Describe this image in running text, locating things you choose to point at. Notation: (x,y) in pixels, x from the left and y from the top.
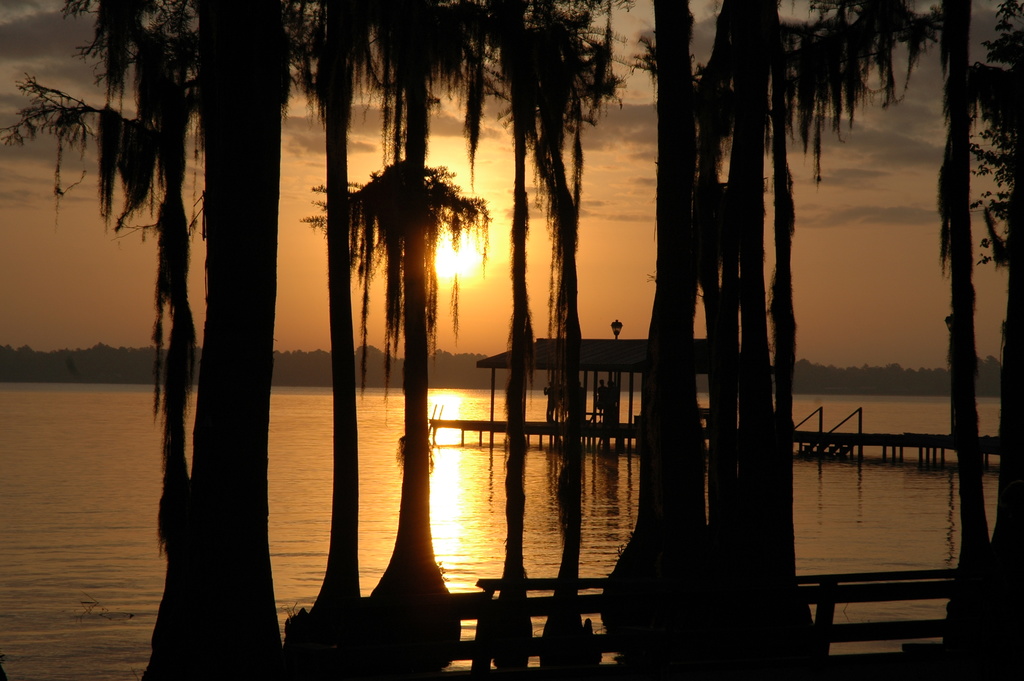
This is an outside view. In the foreground (192,492) there are many trees (768,380). At the bottom (578,654) there is a fencing (481,600). In the background (364,512) there is a sea (98,500) and also I can see a bridge (625,431) in the water (607,471). In the background (90,359) there are many trees (80,361) and also I can see the sky (605,239) along with the sun (458,274). This is an evening view.
